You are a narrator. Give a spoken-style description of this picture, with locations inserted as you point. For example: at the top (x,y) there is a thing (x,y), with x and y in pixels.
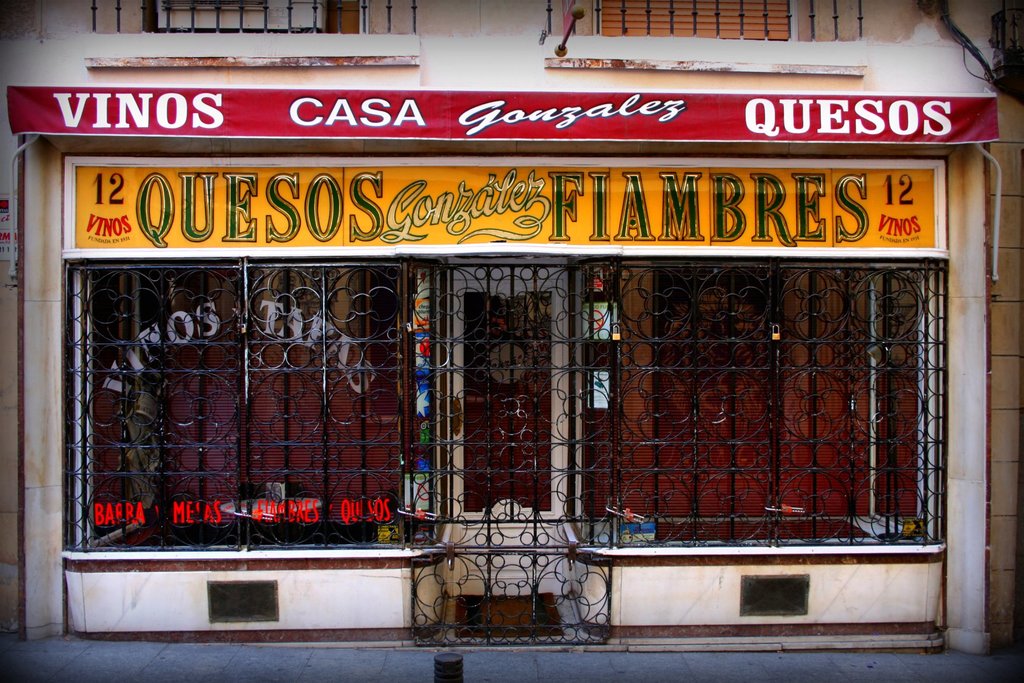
In this image there is a grill (570,464) and in the background (500,300) there is a building (585,258) and there are boards (332,201) with some text (332,201) written on it.
